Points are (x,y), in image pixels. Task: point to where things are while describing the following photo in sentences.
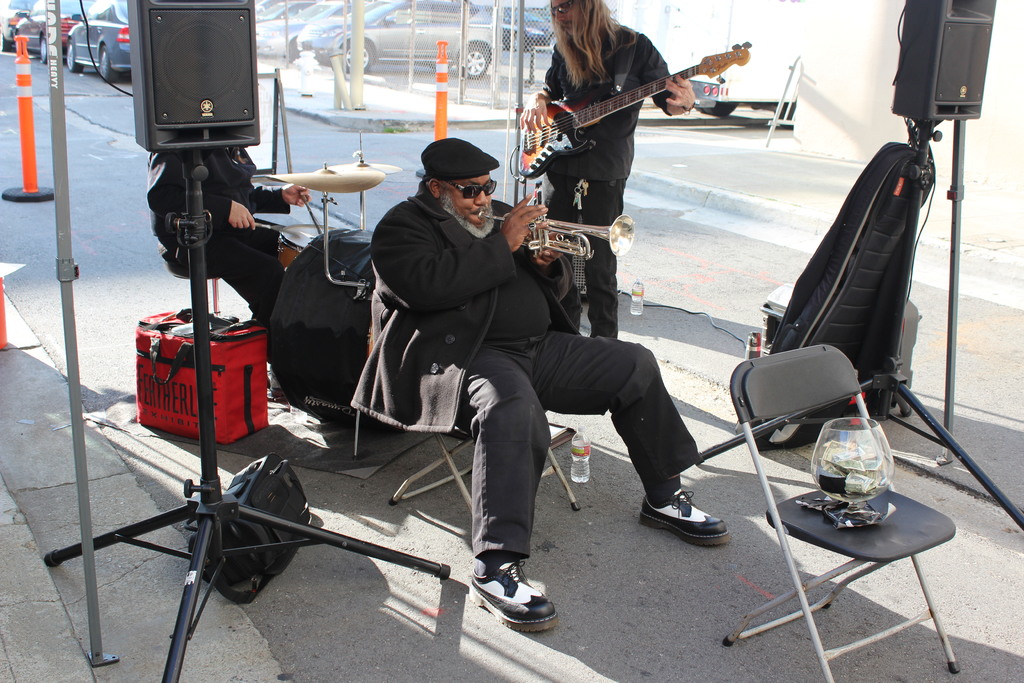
In this image in the center (486,302) there is one person (512,413) who is sitting on a chair (463,441), and he is holding a musical instrument (565,232) and playing. In the background (623,111) there is another person (596,155) who is holding a guitar (570,117) and playing, and on the left side (221,178) there is one person (205,209) who is sitting on a chair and he is playing drums (299,231). And there are some speakers (242,105), bags (879,277), chairs (827,601), bottle (583,443) on the floor (299,587), and in the background (285,21) there are some cars (115,40), poles (514,58) and net (500,13).
